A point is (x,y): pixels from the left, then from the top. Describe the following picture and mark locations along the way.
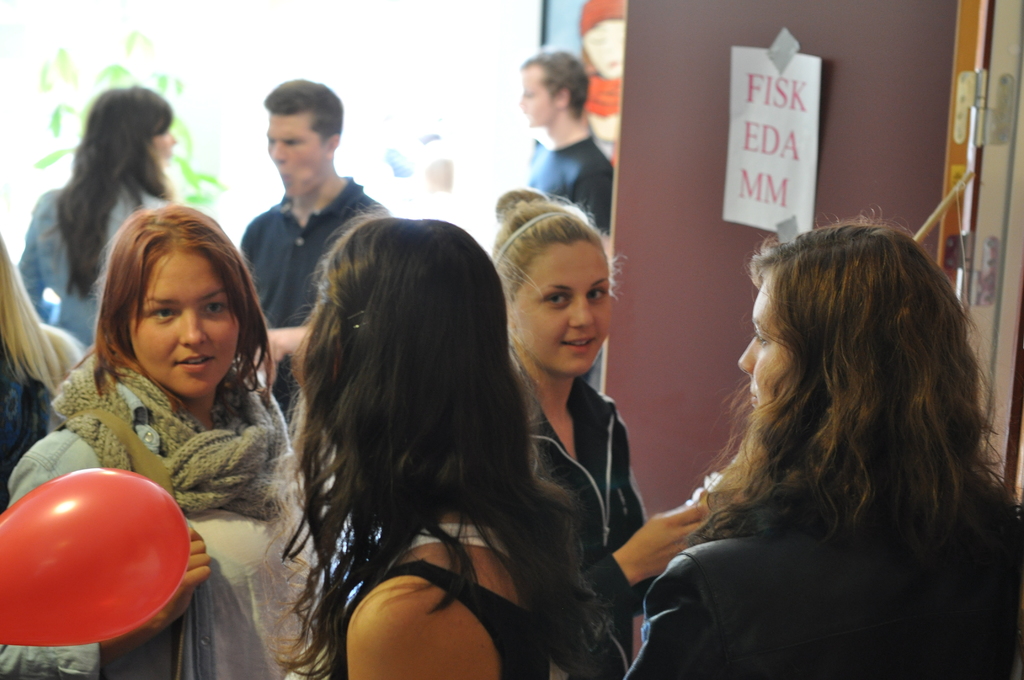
There are people (216,288) and we can see red balloon (118,520) and poster (810,93) on door (942,98). In the background (417,107) it is blur.
